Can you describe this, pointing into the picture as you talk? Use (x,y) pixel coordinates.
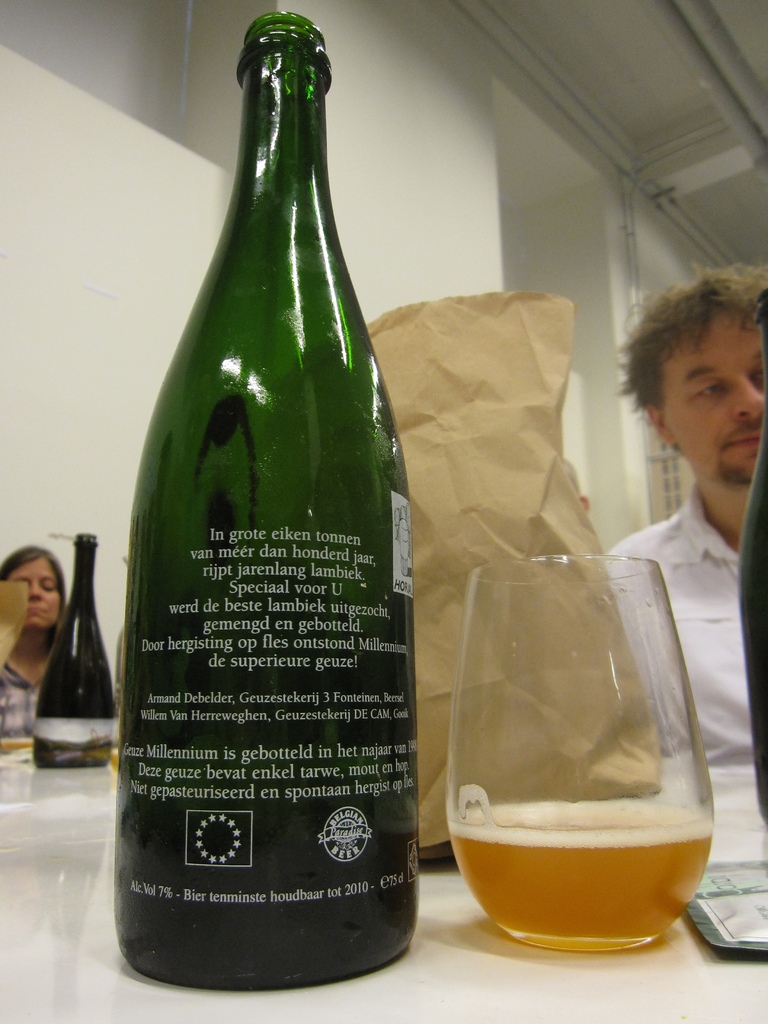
On the table (152,990) there is a glass (566,740) with some liquid (585,914) in it and a green color bottle (277,658) and a cover (468,454). To the right side (698,445) there is a man (703,569) with white shirt (710,570) is sitting. And to the left corner (36,601) there is a lady (30,638) sitting. In front of her there is a bottle (68,661).
